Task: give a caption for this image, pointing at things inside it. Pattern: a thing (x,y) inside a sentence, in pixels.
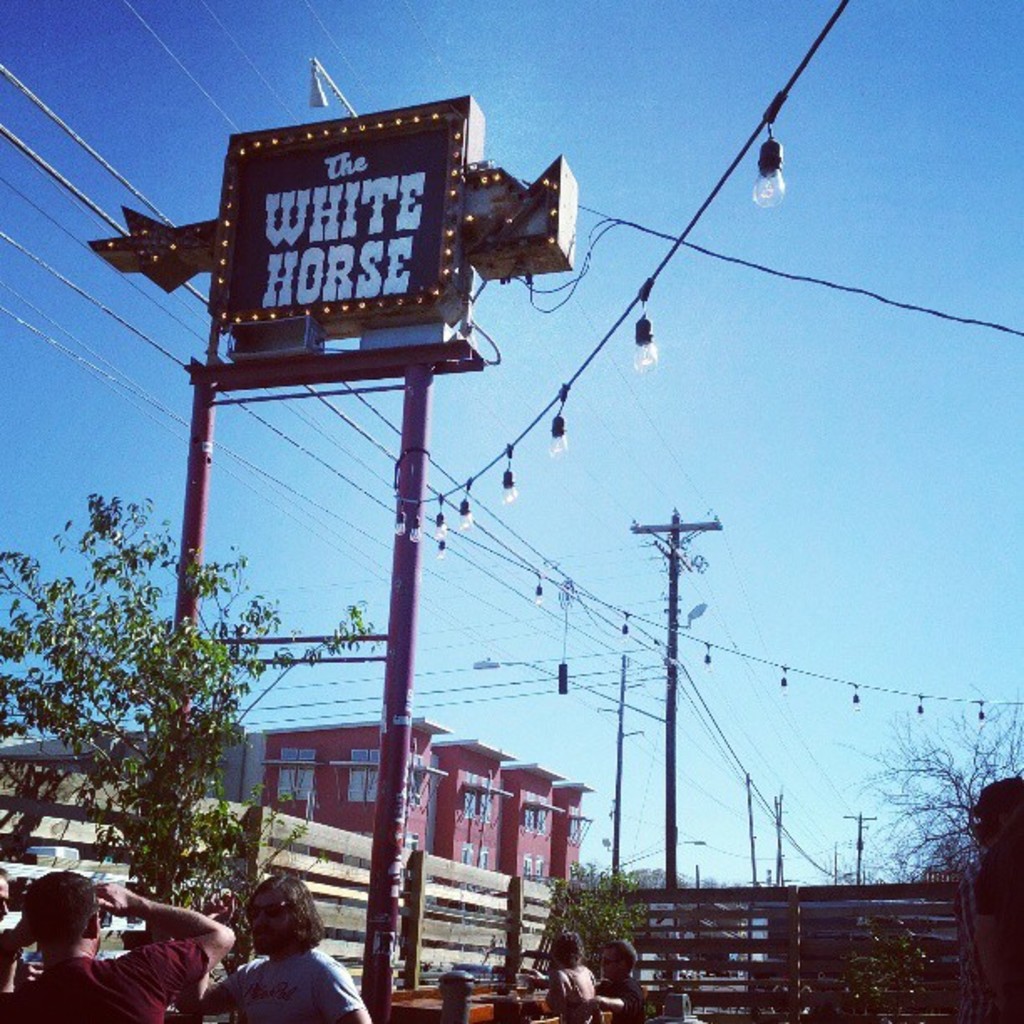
In this picture I can see group of people (282,937), there is a building (119,756), board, there are poles (674,794), lights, cables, there are trees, and in the background (640,513) there is the sky (560,603).
